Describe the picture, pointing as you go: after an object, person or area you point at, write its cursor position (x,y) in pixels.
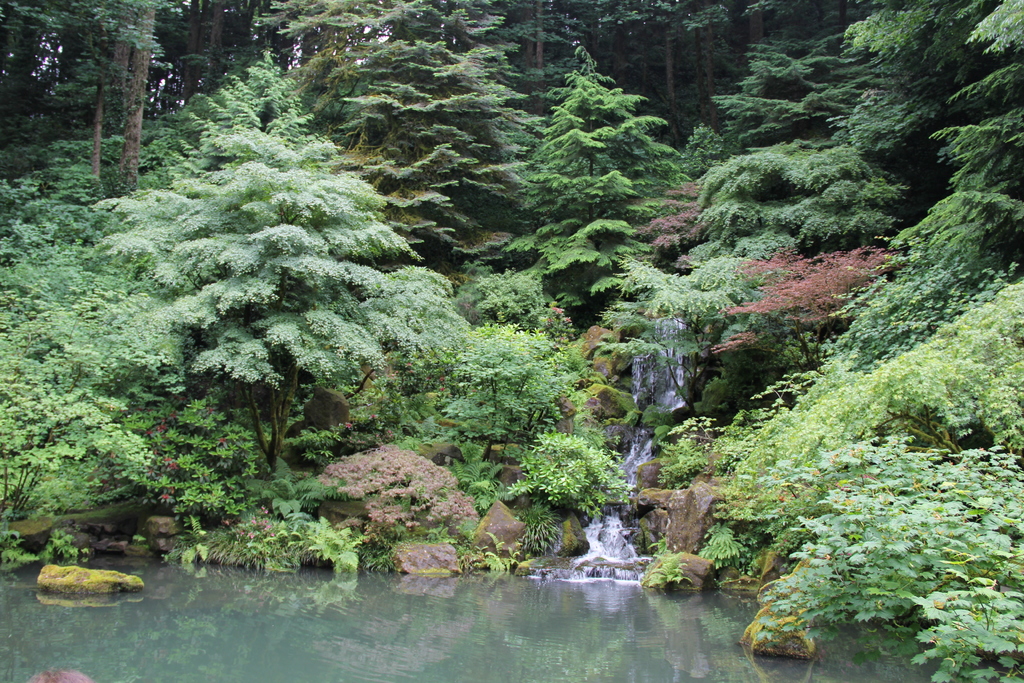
In this picture, we can see water fall (618,578), and some objects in the water (456,666) like rocks (74,590), we can see the ground (76,520) covered with grass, plants (568,371) and the trees (369,225).
